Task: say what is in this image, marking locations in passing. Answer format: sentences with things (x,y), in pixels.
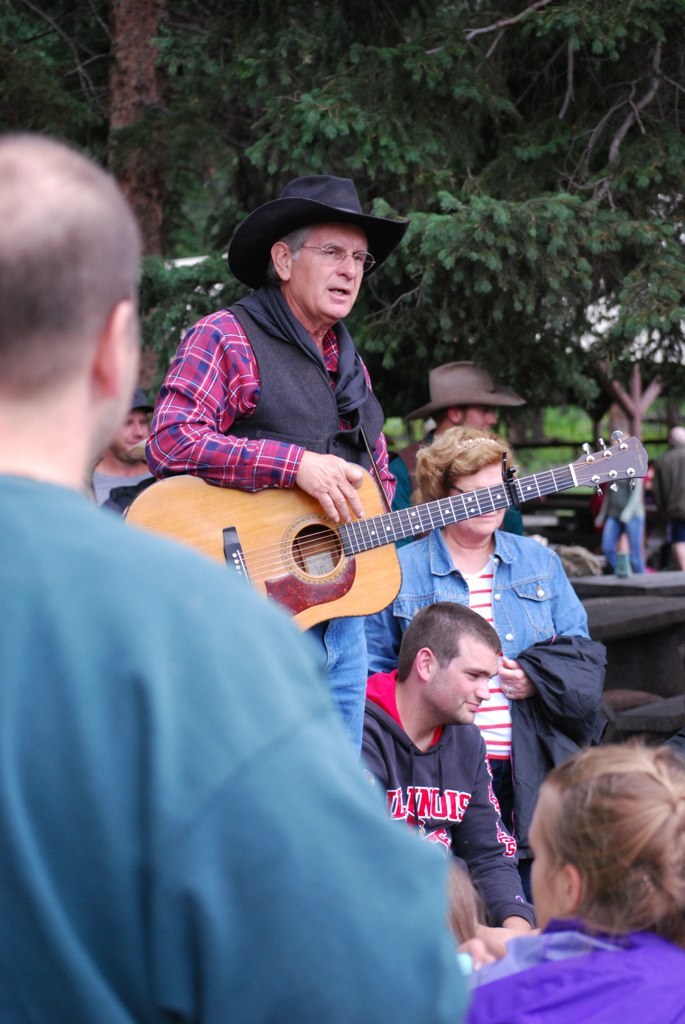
There are few people (146,773) standing and one person (504,840) sitting. I can see this man (275,329) holding guitar (314,520). He wore shirt (337,348) and hat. At background (431,285) I can see trees (392,114) with branches (548,214) and leaves (560,218). This looks like a shelter (632,412).
